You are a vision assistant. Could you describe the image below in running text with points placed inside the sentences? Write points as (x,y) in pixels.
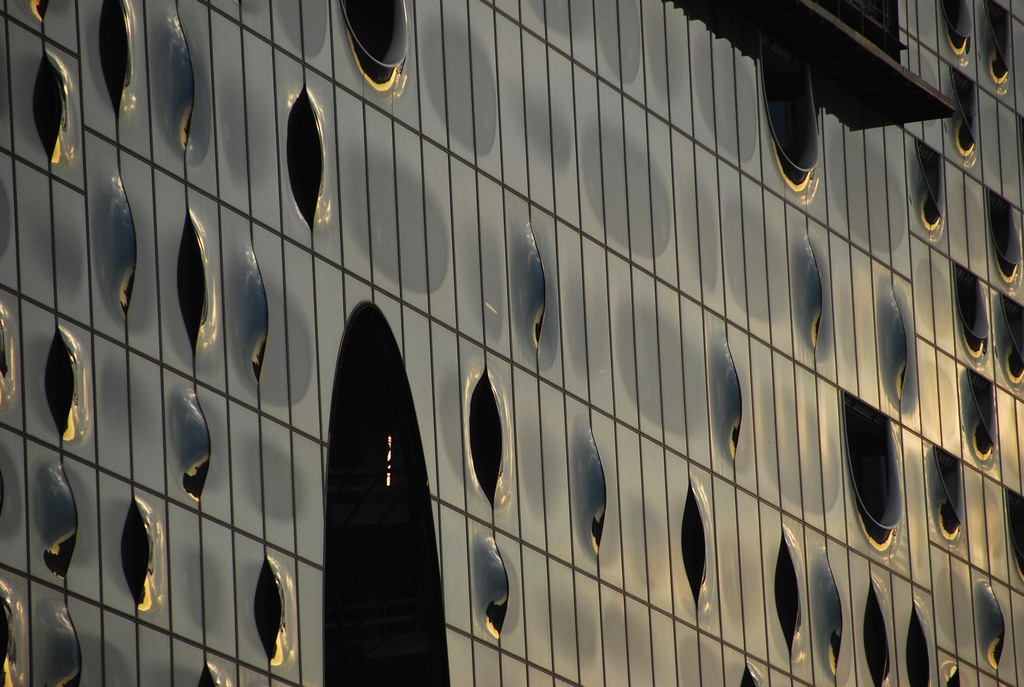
In this image we can see the outside view of a building (541,257).
